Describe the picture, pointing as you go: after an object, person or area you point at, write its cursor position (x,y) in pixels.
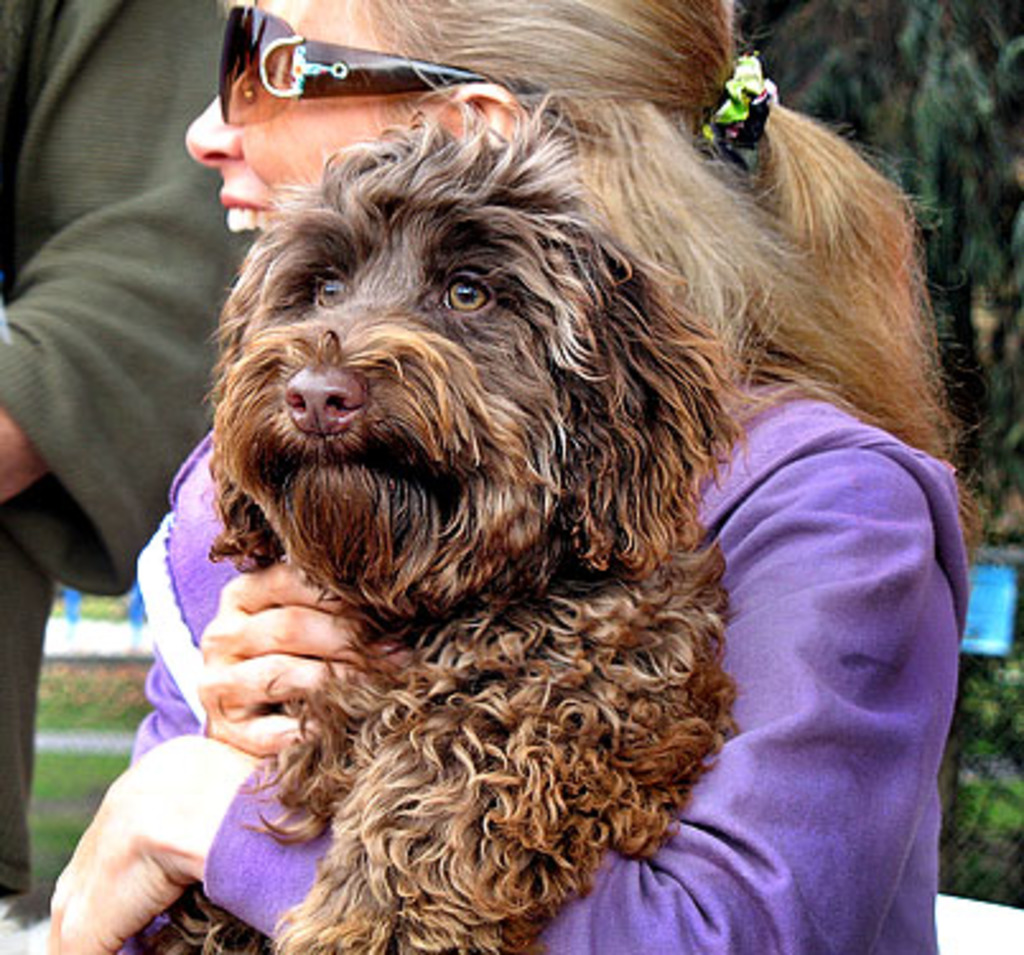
In this image there is a lady person (736,630) wearing violet color dress (810,584) holding dog (473,545) in her hands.
